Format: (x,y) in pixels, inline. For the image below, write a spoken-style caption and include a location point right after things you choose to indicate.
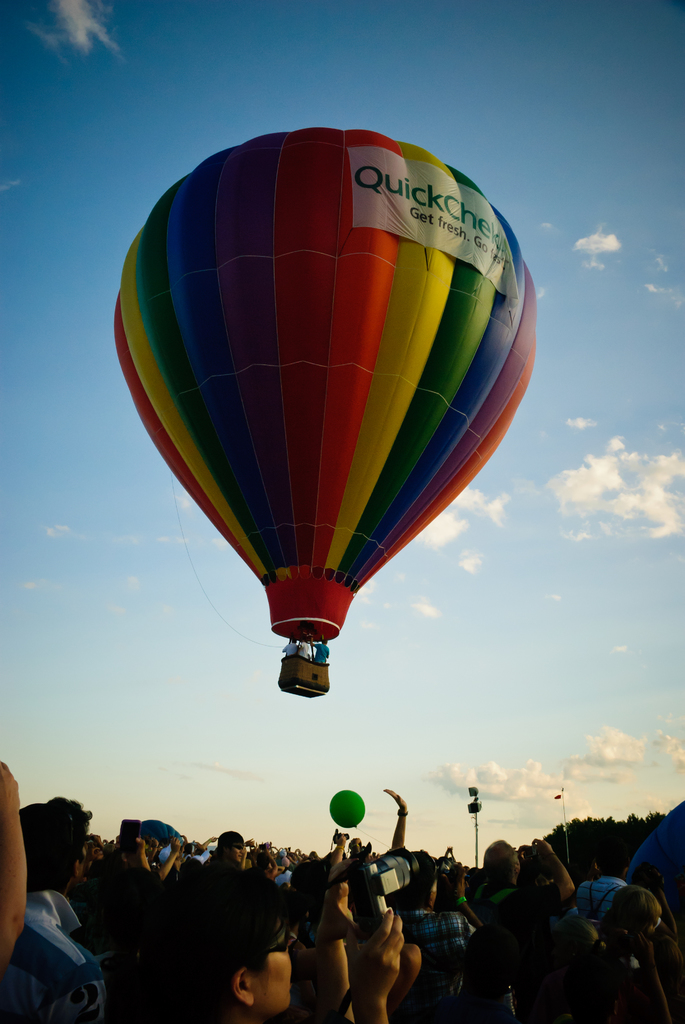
In the image there is a hot air balloon (397,291) in the air (390,104) and below there are many people (215,925) standing and taking pictures and above its sky (550,414) with clouds (624,762).
